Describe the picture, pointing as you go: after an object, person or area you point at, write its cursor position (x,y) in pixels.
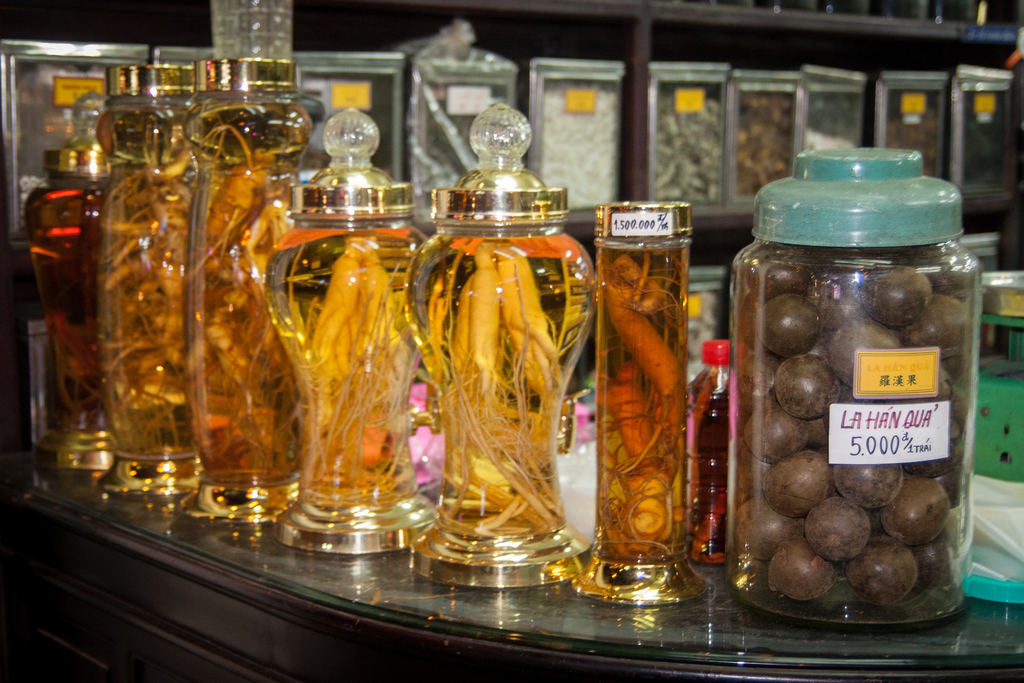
In this image I can see few jars (924,245) on this table (293,604).
